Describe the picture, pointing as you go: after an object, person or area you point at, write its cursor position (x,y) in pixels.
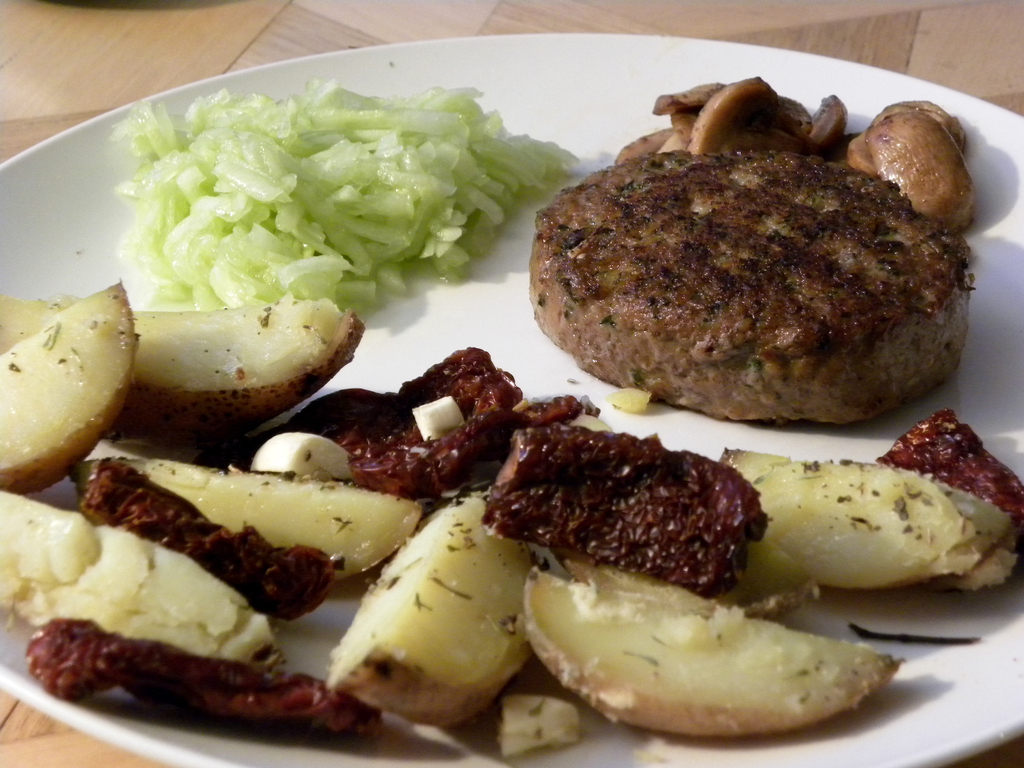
In this image I can see there is a table (985,42). On the table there is a plate (498,348) and there is potato (470,502) on the plate (560,103) and some food items (560,228) placed on it.
